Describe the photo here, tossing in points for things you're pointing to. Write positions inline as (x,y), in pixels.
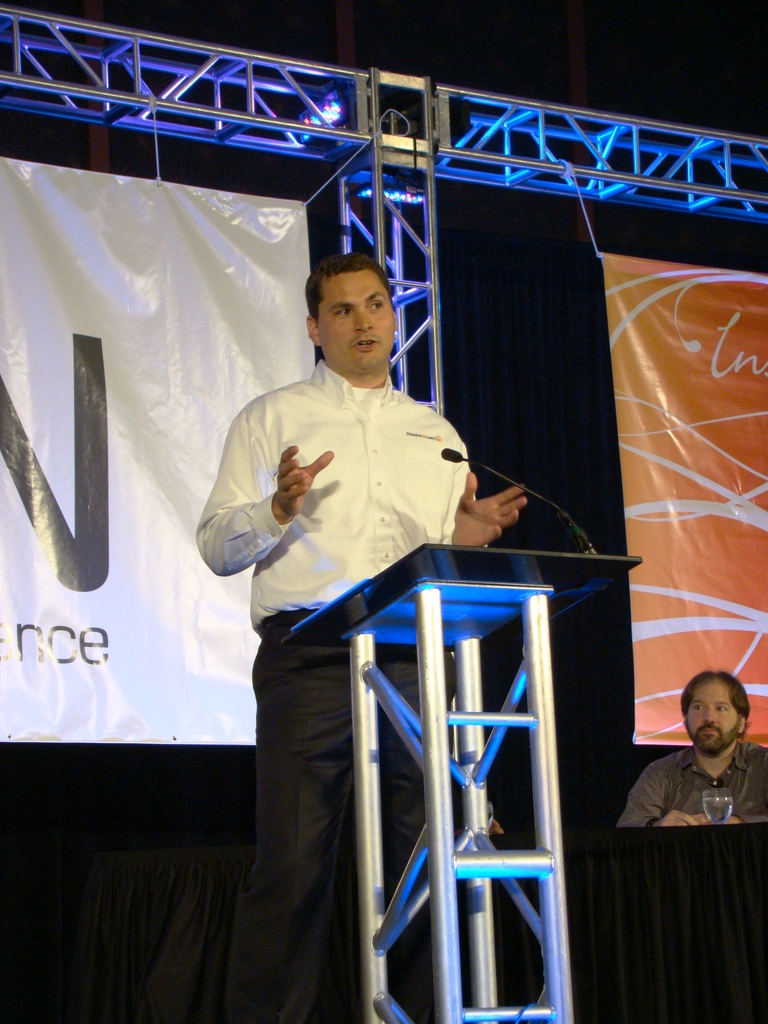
In this picture we can see a man (374,525) standing at the podium (374,714) and in front of him we can see a mic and at the back of him we can see a man (703,766), glass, banners (675,500), cloth (624,893) and some objects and in the background (648,21) it is dark.
